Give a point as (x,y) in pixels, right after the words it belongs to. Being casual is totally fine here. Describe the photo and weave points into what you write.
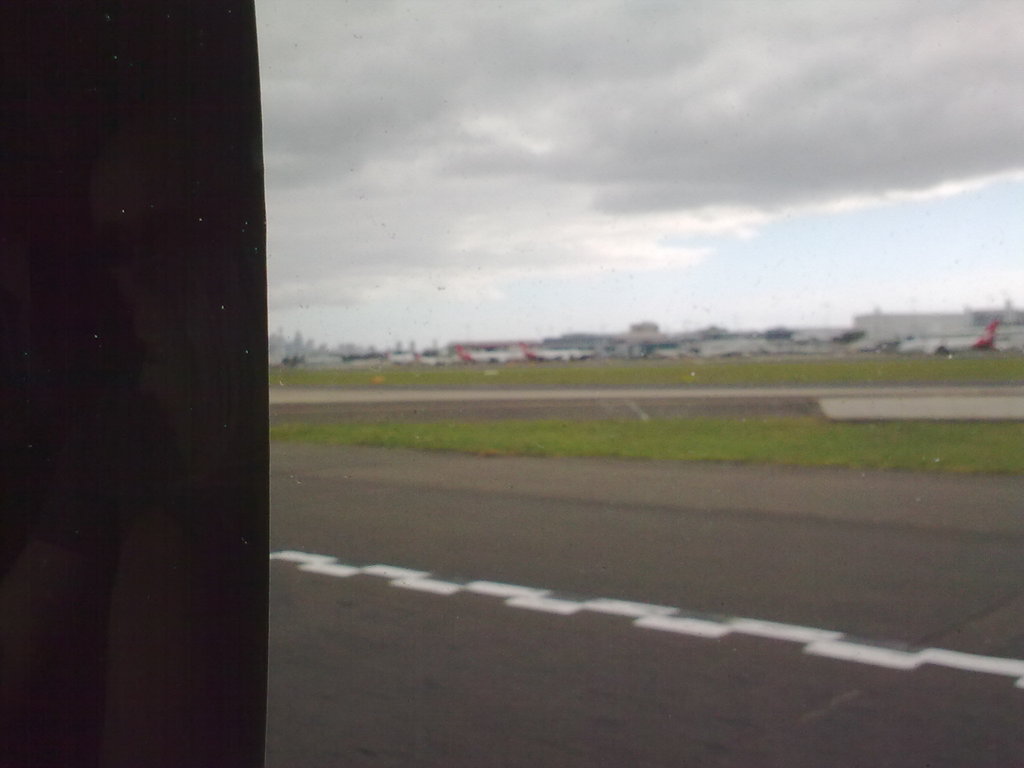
In this picture we can see the buildings (784,343), aeroplanes (961,344), poles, trees (717,334), grass (682,437). At the bottom of the image (651,570) we can see the ground (741,577). On the left side of the image (129,318) we can see the black color. At the top of the image (679,53) we can see the clouds (650,209) are present in the sky (553,307).
